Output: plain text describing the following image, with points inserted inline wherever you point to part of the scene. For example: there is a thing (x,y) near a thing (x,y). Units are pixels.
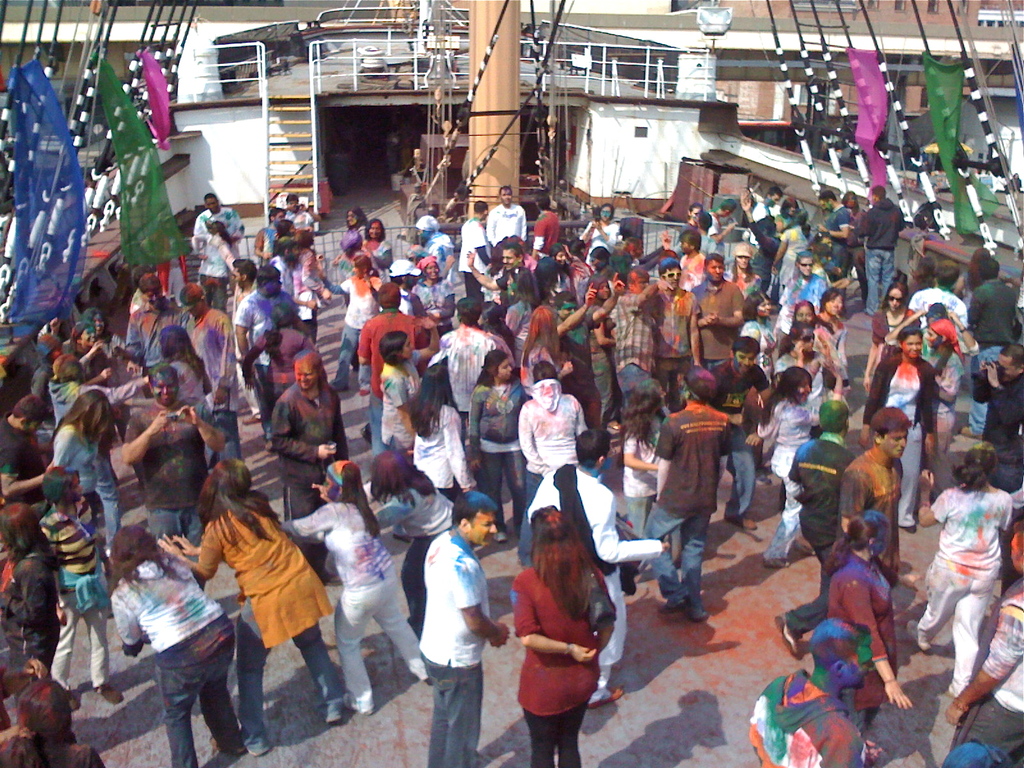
In this picture there are many people (725,276) in the center of the image (639,325) and they are playing with colors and there is a pole (476,196) in the center of the image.
